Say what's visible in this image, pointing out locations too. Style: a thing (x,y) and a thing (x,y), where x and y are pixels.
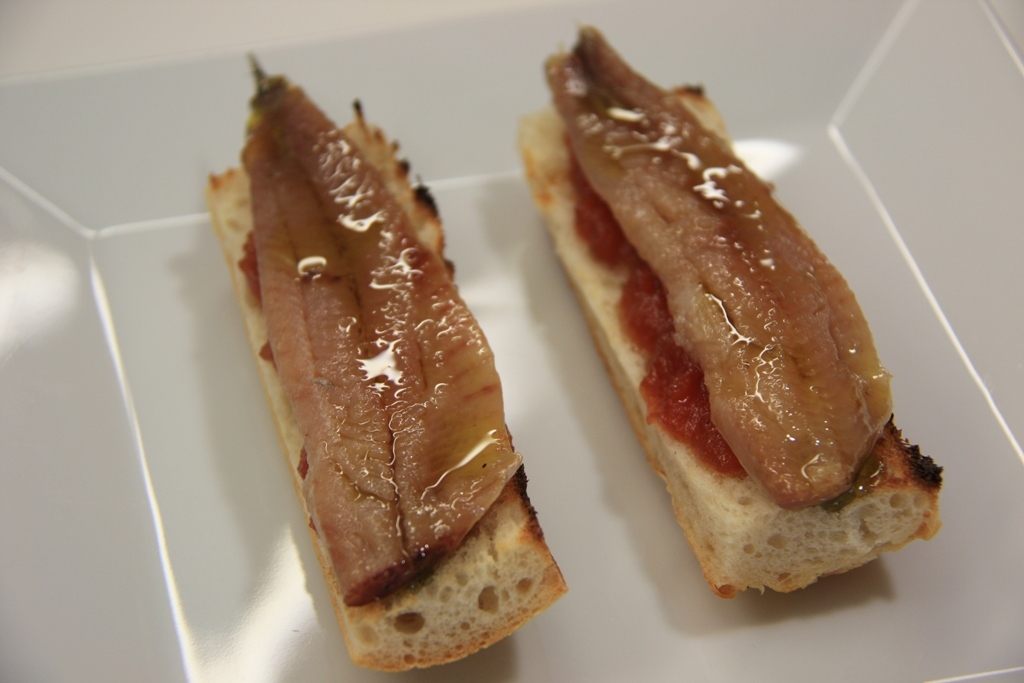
In this picture we can see some food item (327,349) in a white object (670,593).
